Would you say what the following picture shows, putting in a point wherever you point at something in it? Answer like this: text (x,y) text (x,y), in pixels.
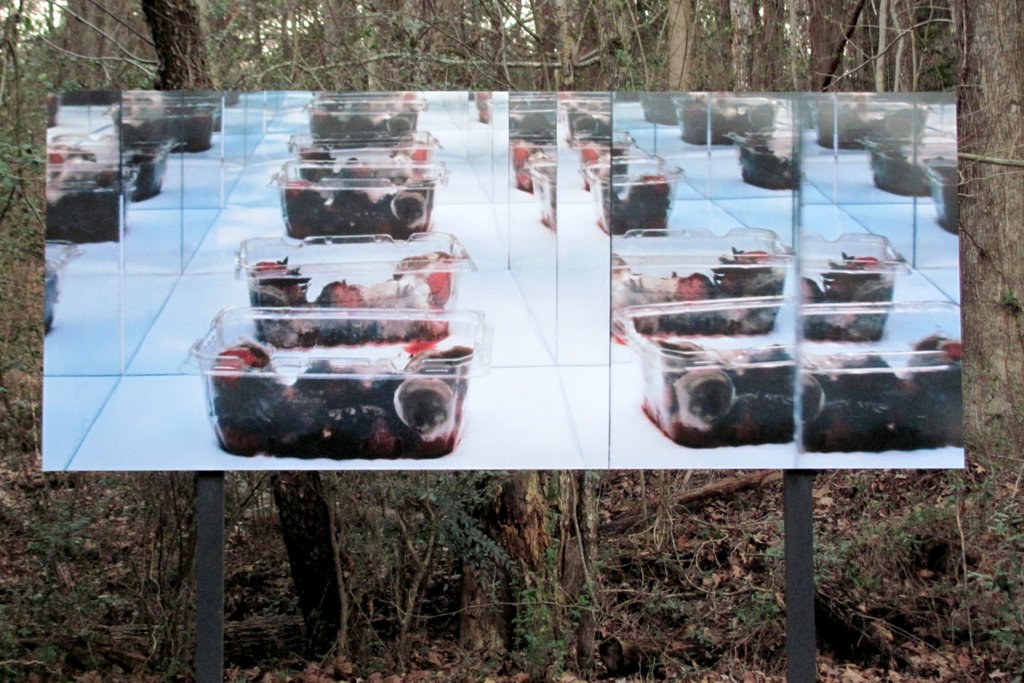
In this picture we can see board (706,411) on poles (798,494), on this board (285,370) we can see boxes (720,409) with fruits (742,427). In the background of the image (314,58) we can see trees (983,246).
